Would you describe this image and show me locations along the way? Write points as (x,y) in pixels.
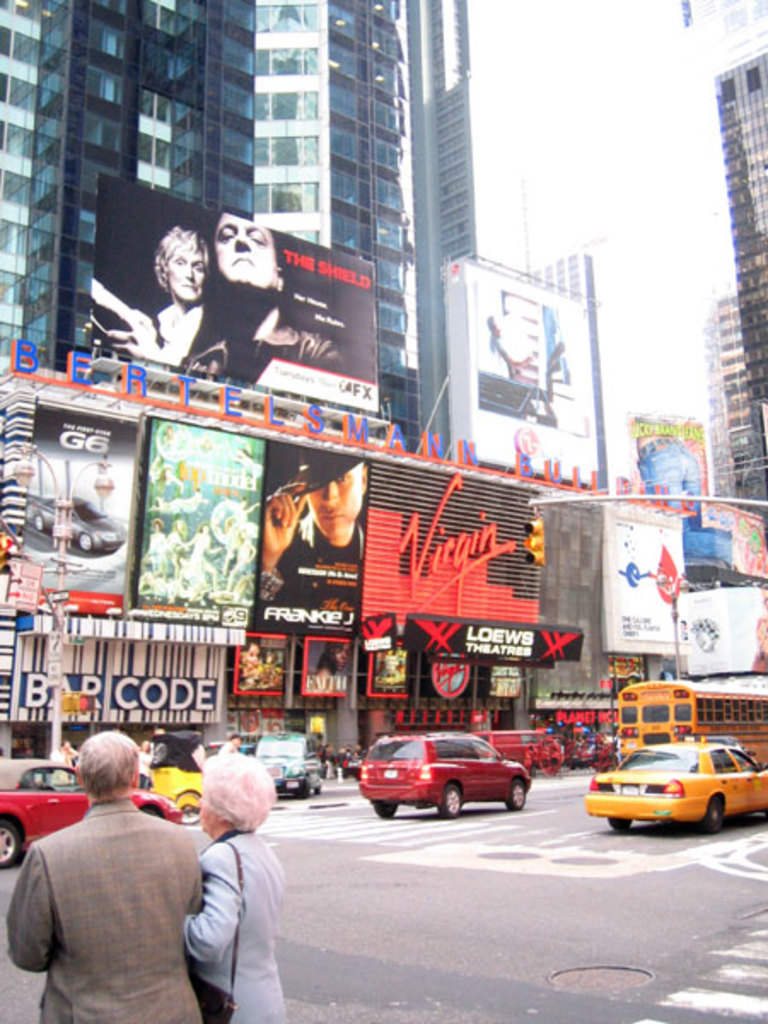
In this image, we can see the road (549,940), there are some cars (497,795) and there is a bus (755,728) on the road (288,924), we can see some buildings (309,115), there are some posters (57,430) and banners (486,334) on the buildings (13,280), we can see two people (167,1013) standing.
